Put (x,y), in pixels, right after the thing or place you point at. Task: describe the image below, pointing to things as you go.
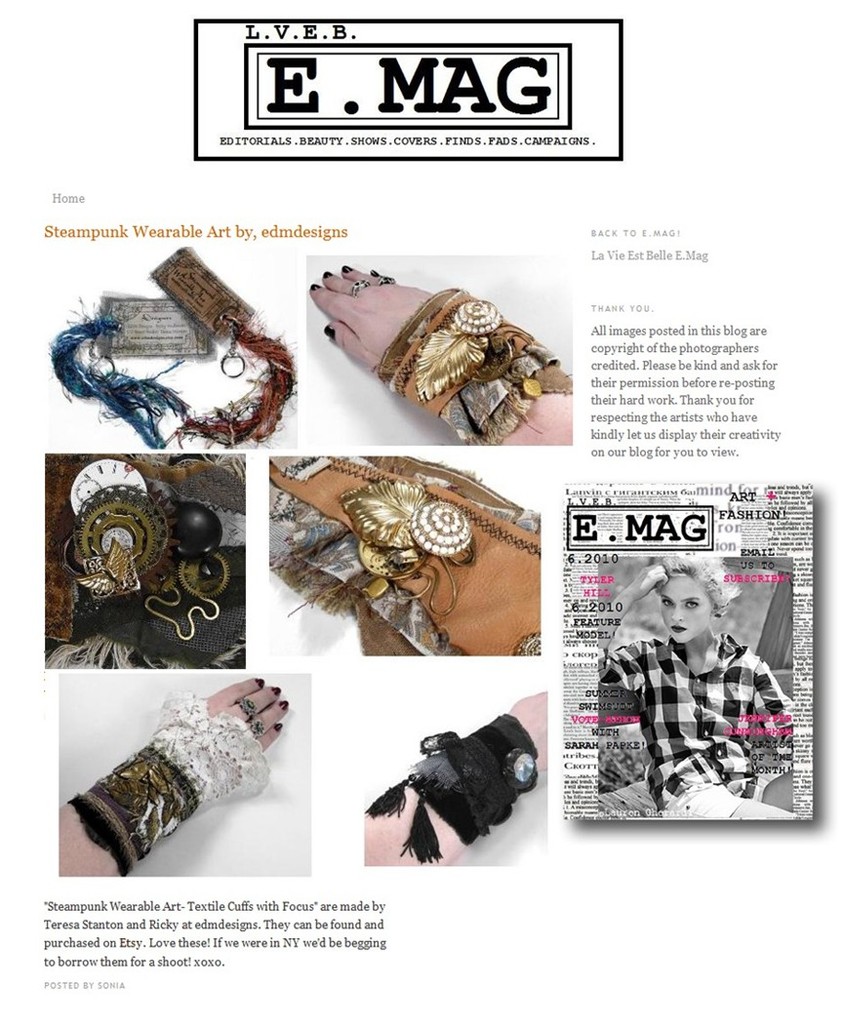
In this image I can see a poster (403,489) with a couple of images (183,677) and some text (630,324).
